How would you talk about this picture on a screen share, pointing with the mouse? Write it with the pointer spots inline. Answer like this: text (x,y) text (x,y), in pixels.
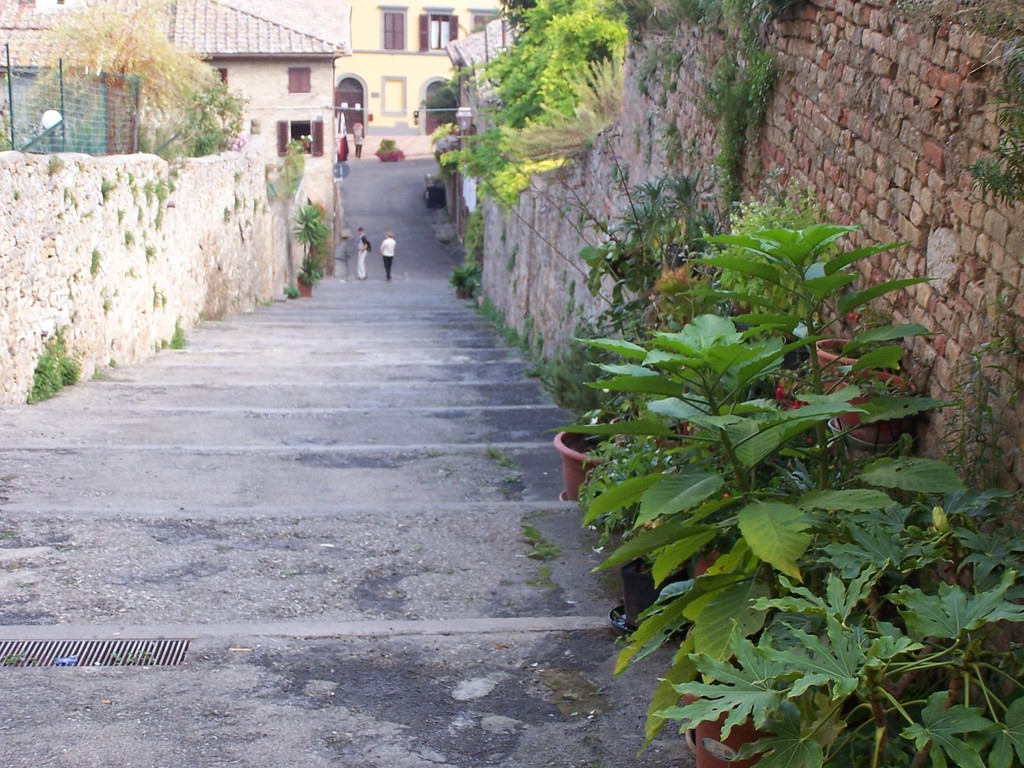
This picture shows buildings (470,47) and we see trees (546,110) and plants (717,517) in the pots (707,763) and we see couple of them (388,254) standing.
